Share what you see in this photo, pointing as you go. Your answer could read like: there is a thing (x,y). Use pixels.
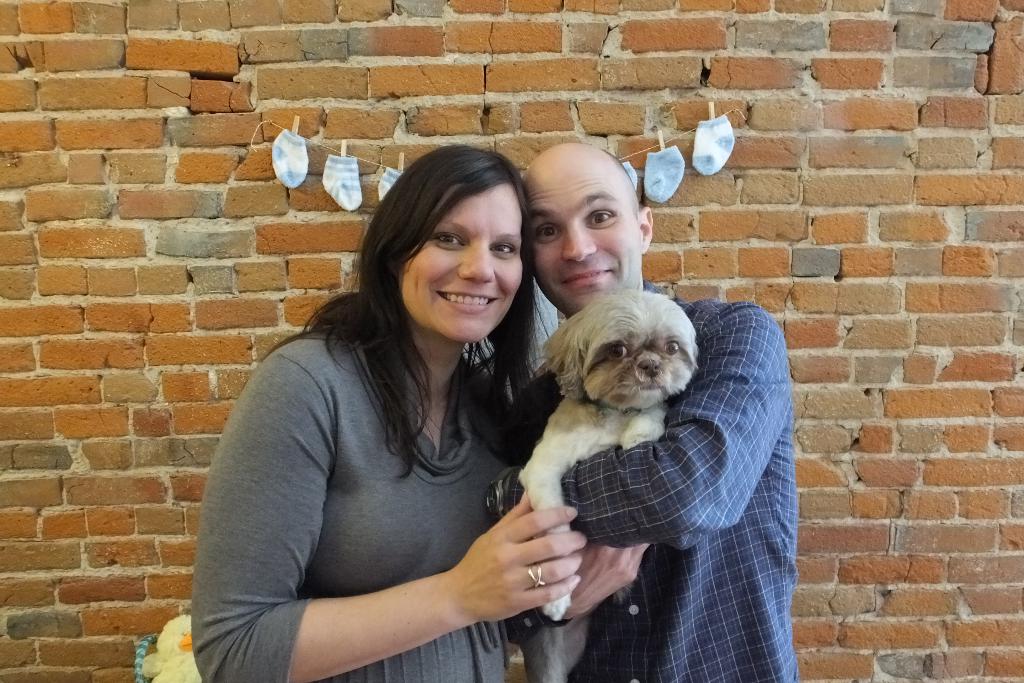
In this picture there is a woman (449,363) and a man (734,431) holding dog (592,418) in their hands (534,535). There is a toy (174,652) to the left side of a woman (254,622). There are some socks (287,170) with a clips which are hanging to the wall (761,125).
